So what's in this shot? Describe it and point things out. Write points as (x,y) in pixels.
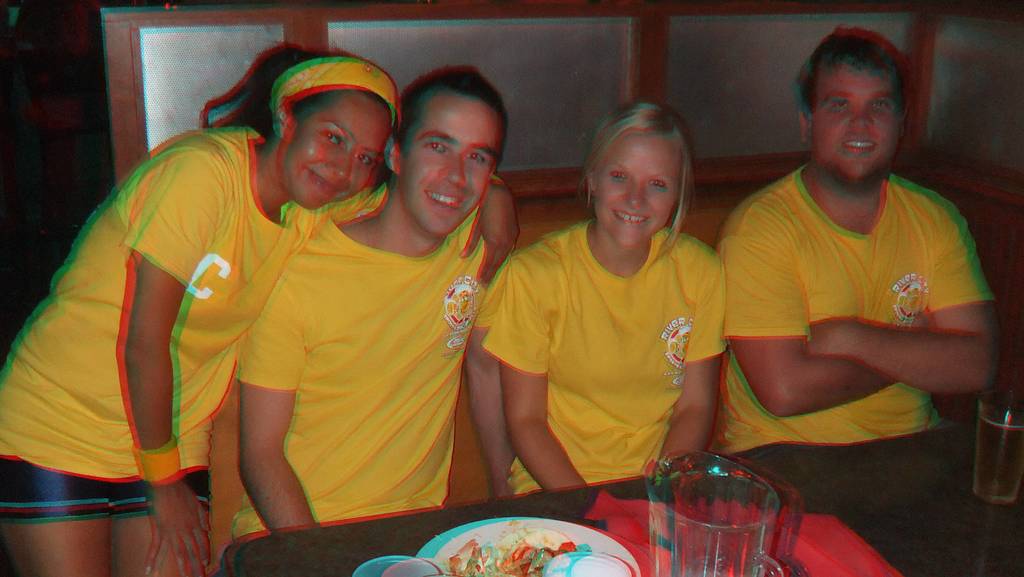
In the center of the image (352,283) we can see three people (948,375) are sitting on a bench (1001,333) and smiling and wearing the yellow T-shirts (669,393). In-front of them, we can see a table (289,537) which is covered with cloth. On the table (929,527) we can see the glasses (751,553), cloth (832,554), plate (573,559) which contains food (508,566). On the left side of the image (275,200) we can see a lady (177,272) is bending and wearing a yellow T-shirt (191,286). In the background of the image (125,55) we can see the wood (693,9).
